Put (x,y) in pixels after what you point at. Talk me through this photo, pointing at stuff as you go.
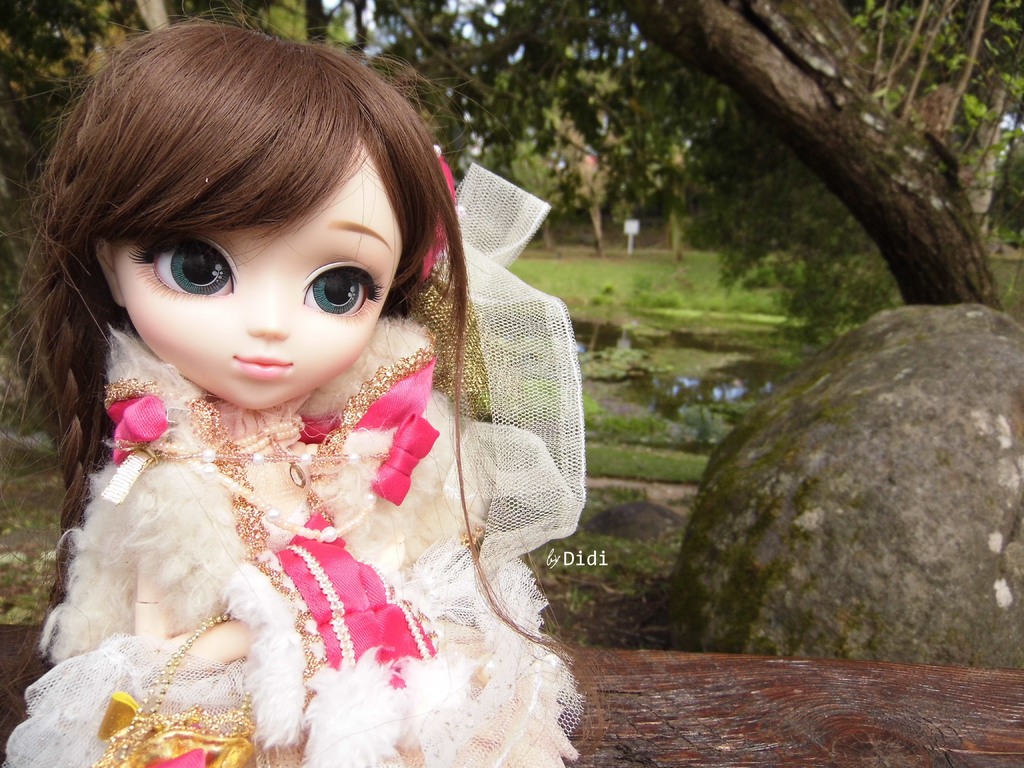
In the picture I can see a doll (144,428) on the left side of the image (232,655). The background of the image (967,498) is slightly blurred, where I can see stones (732,506), grass (581,572) and trees (766,120). Here I can see the watermark (578,556) in the center of the image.
